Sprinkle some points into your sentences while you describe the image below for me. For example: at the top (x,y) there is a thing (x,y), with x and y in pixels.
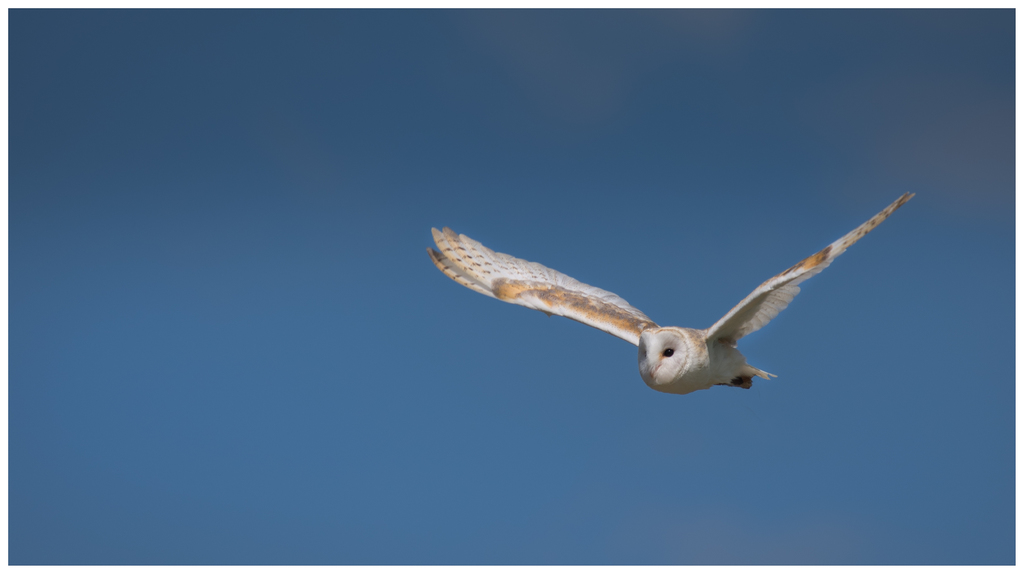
As we can see in the image there is a bird (629,336) and sky (245,304).
